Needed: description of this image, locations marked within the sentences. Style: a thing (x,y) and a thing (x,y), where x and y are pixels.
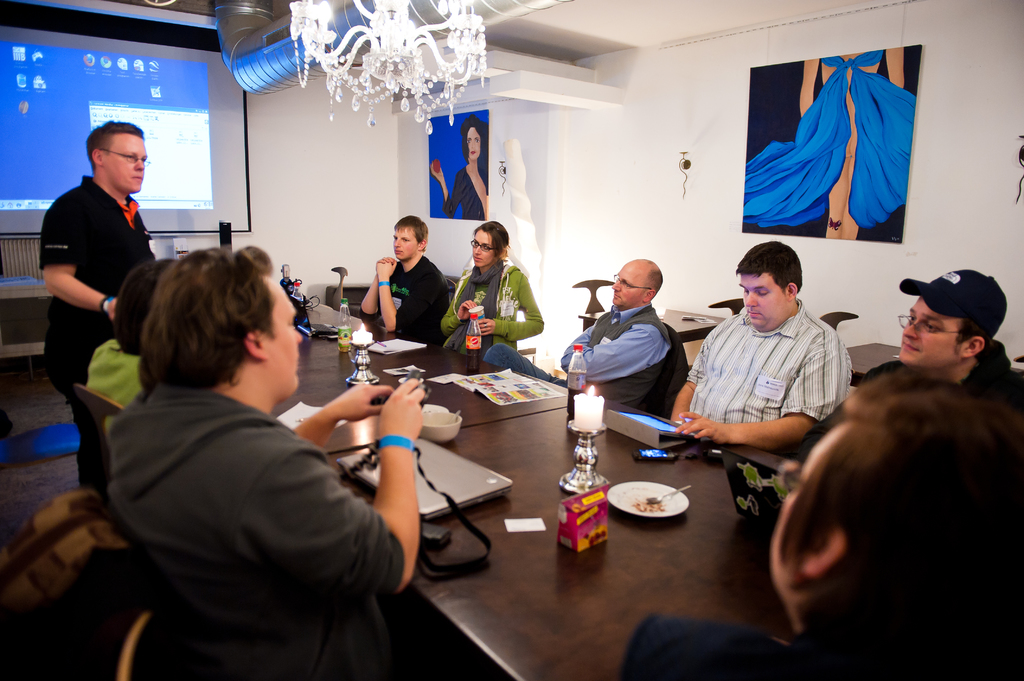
In this picture we can see some people (513,267) sitting on chairs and a man (96,312) standing and in front of them we can see papers (514,381), bowl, plate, candles (356,330), laptops (485,483), box (583,492) and some objects (343,336) on tables (568,577) and in the background (42,92) we can see a chandelier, screen (206,135), pipe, posters (476,167), walls (274,98).
